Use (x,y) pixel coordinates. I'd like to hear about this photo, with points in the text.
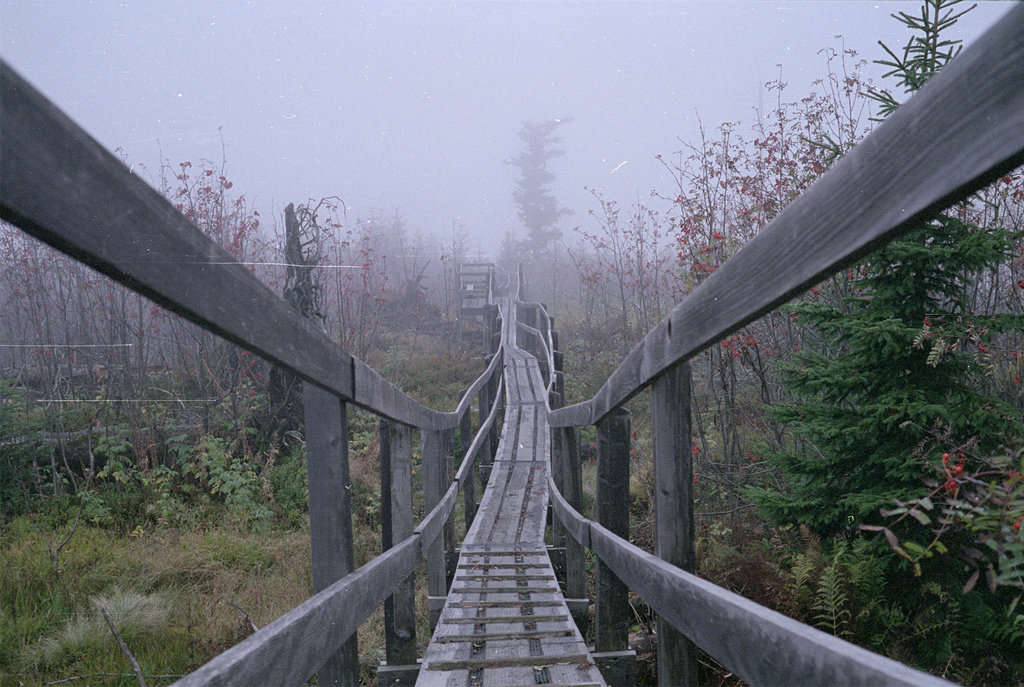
In this image I can see a bridge (466,678) and here I can see number of trees (678,251).
